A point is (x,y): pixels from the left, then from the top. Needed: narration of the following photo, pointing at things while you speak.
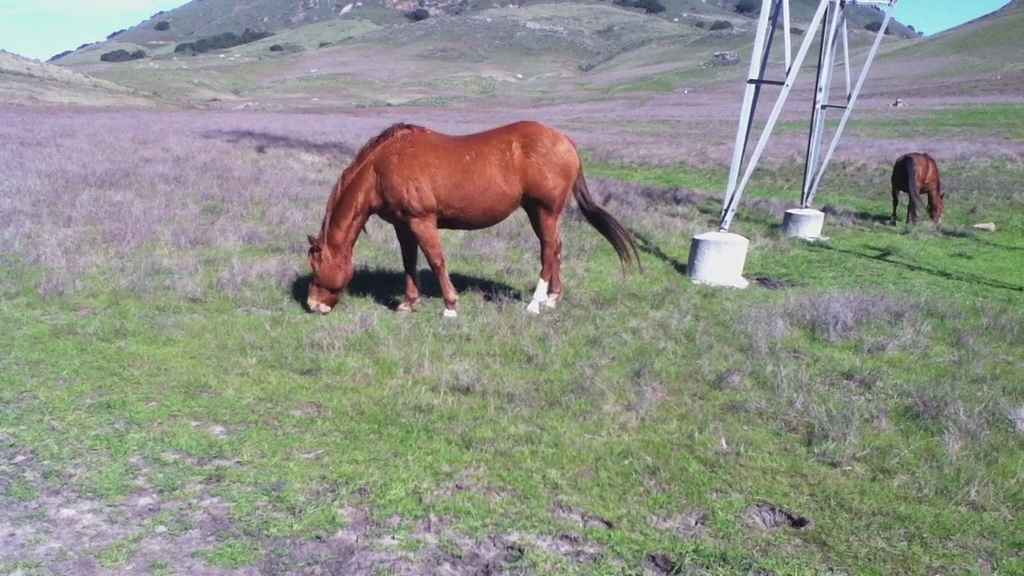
In the foreground of this image (484,242), there are two horses (912,196) and a pole (806,211) on the grass (563,360). In the background (473,24), there are slope grounds (553,30) and the sky (937,18).
